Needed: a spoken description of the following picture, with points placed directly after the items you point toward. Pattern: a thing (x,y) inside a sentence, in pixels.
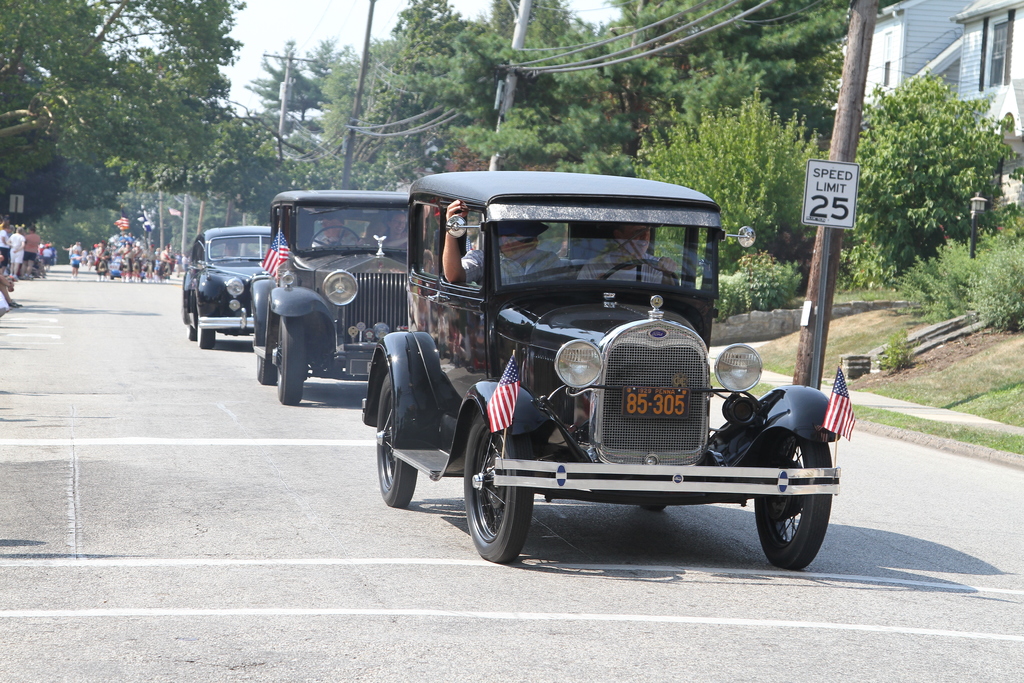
There are three vehicles (341,358) on the road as we can see in the middle of this image (362,274). There are some persons (105,261) standing on the left side of this image (90,268), and there are some trees (774,160) in the background (516,155). There are two buildings (942,76) at the top right corner of this image (894,56). We can see there are some current poles (840,155) in the middle of this image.
